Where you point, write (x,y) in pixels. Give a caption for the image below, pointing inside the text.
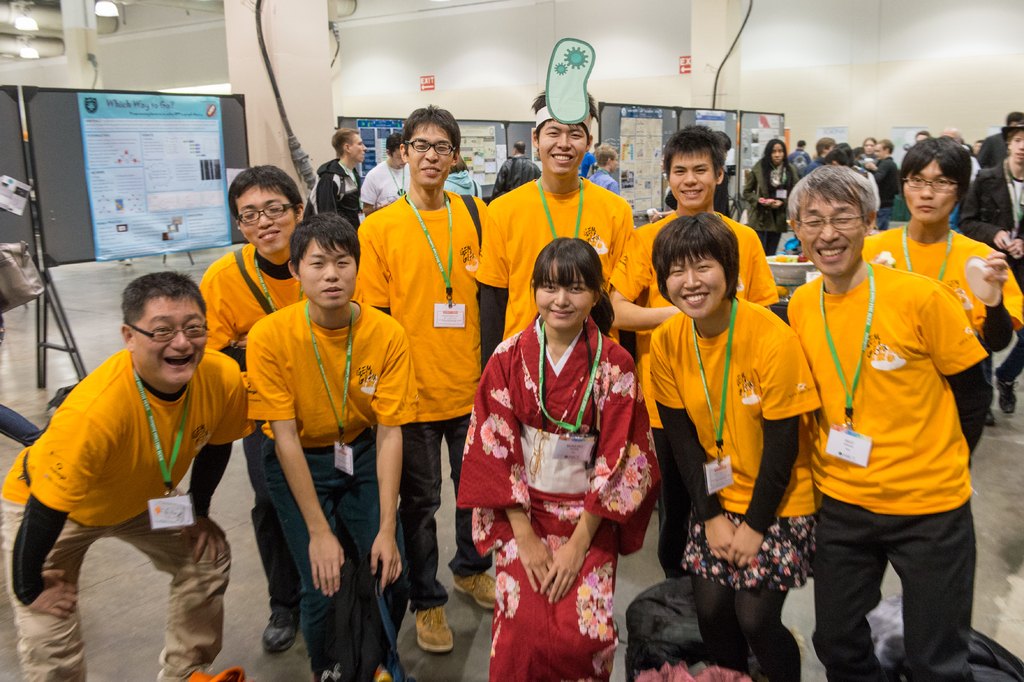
In this image we can see a group of people (480,374) standing on the floor (633,584). We can also see some bags (662,596) beside them. On the backside (477,138) we can see a group of boards (170,244) with some papers (196,127) pasted on it. We can also see some pillars (286,69), pipes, signboards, a wall (471,97) and a roof (182,12) with some ceiling lights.
